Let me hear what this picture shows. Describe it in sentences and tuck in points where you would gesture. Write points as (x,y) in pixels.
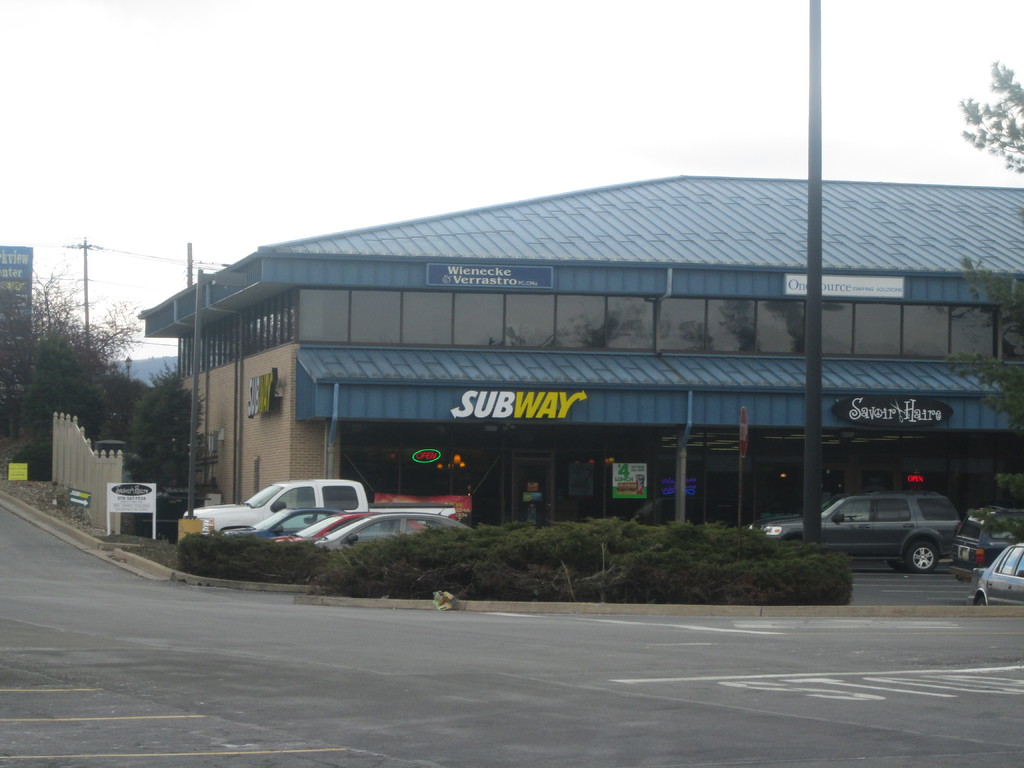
At the bottom of the image (852,681) there is a road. Behind the road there are bushes (183,539). Behind them there are poles (810,538) and cars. And there is a building (493,225) with walls (215,413), roofs (412,352), name boards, glass windows (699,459), glass walls (502,473) with posters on it. On the left side of the image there is fencing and also there is a board (14,288). There are trees (78,369) and electrical poles (86,255) with wires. In the background (587,78) there is sky (673,78).
